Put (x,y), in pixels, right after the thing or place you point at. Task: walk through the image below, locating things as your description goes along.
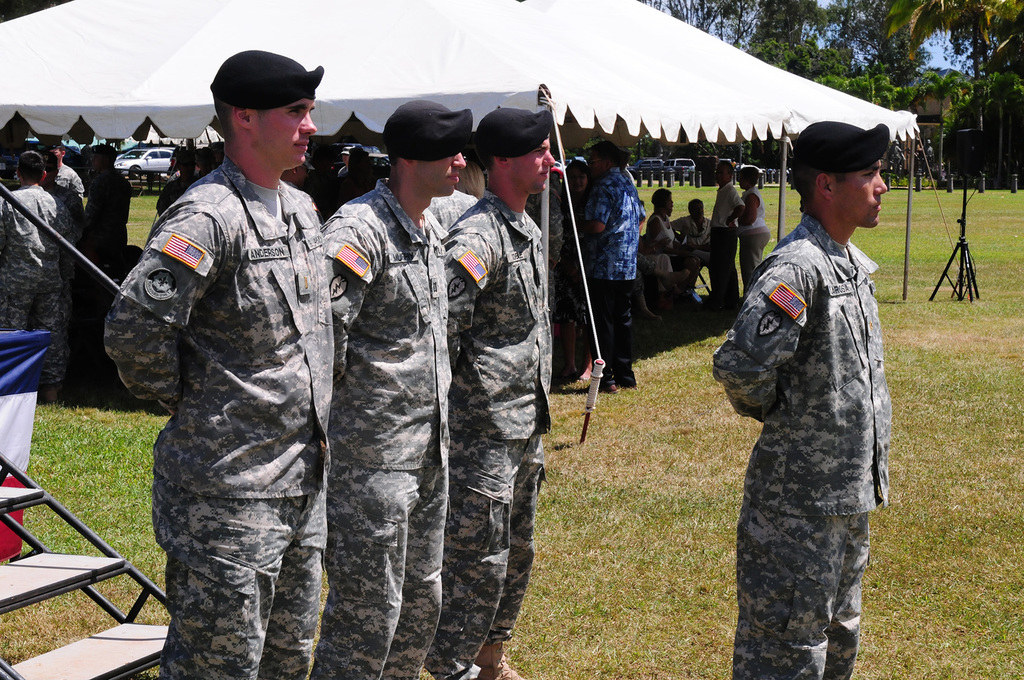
In this image there are a few army personnel (479,311) standing, behind them under a tent (358,115) there are a few other army personnel (343,186), in the background of the image (139,150) there are cars (143,166) parked and there are trees (878,97).
